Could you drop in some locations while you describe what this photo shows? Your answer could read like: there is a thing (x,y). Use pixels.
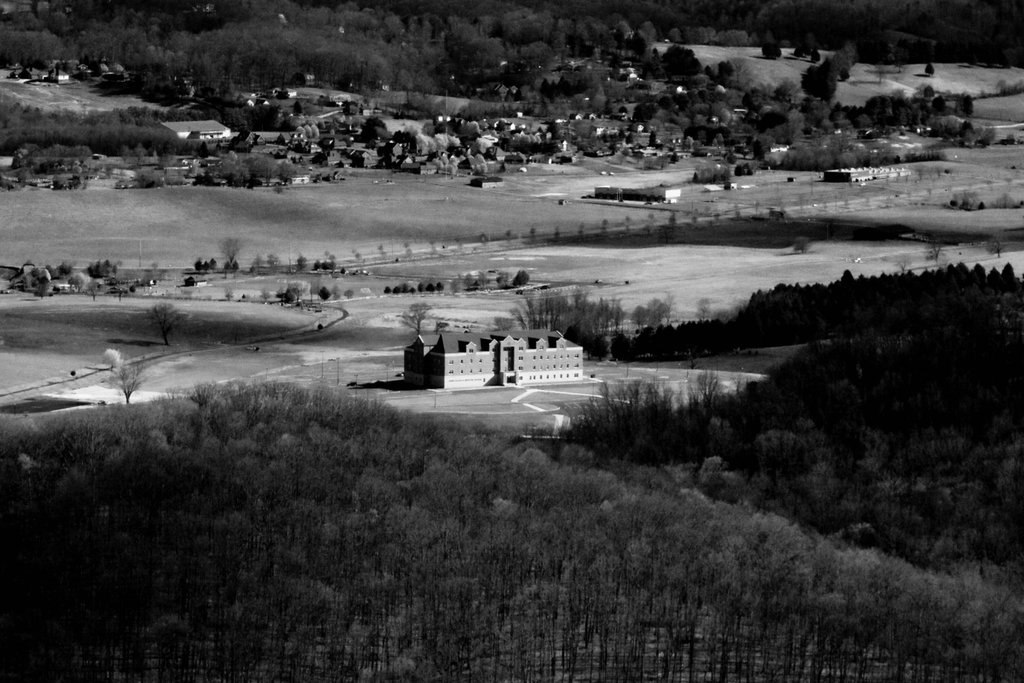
This image consists of many trees (479,494) along with a building (486,372). At the bottom (887,668), there is a ground (213,248). In the background (179,46), there are plants (199,96).
